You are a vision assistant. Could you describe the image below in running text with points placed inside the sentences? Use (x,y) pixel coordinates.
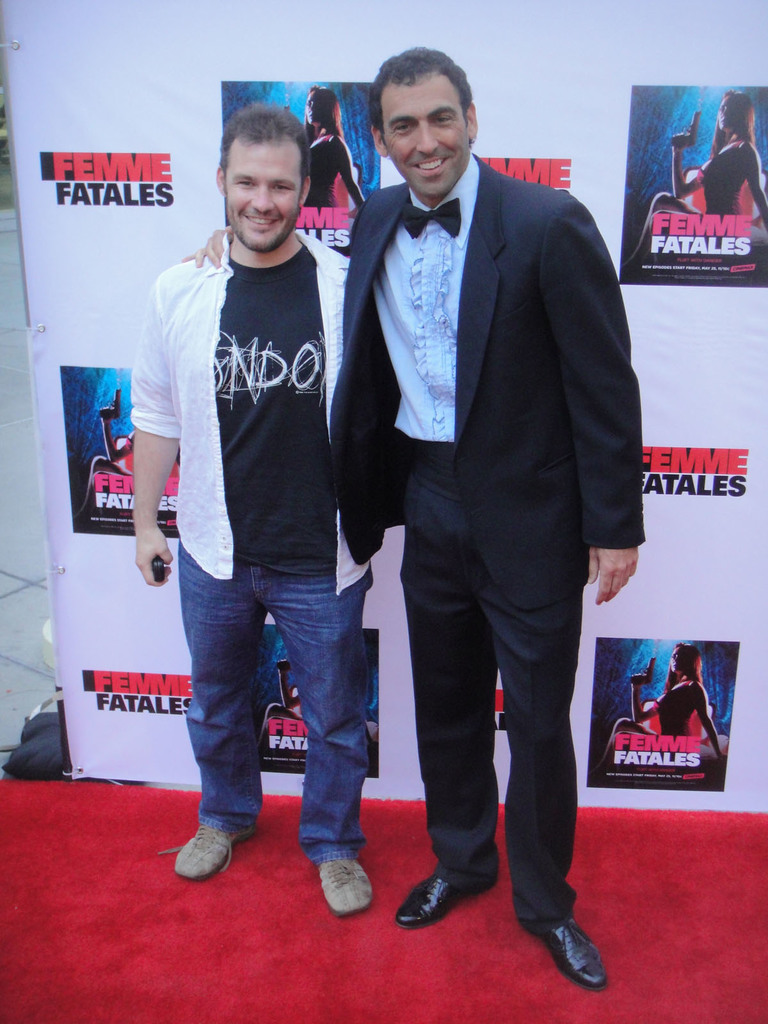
In this image there are two people (162,279) standing with a smile (247,215) on their face (421,188) are posing for the camera, behind them there is a poster (330,217).
